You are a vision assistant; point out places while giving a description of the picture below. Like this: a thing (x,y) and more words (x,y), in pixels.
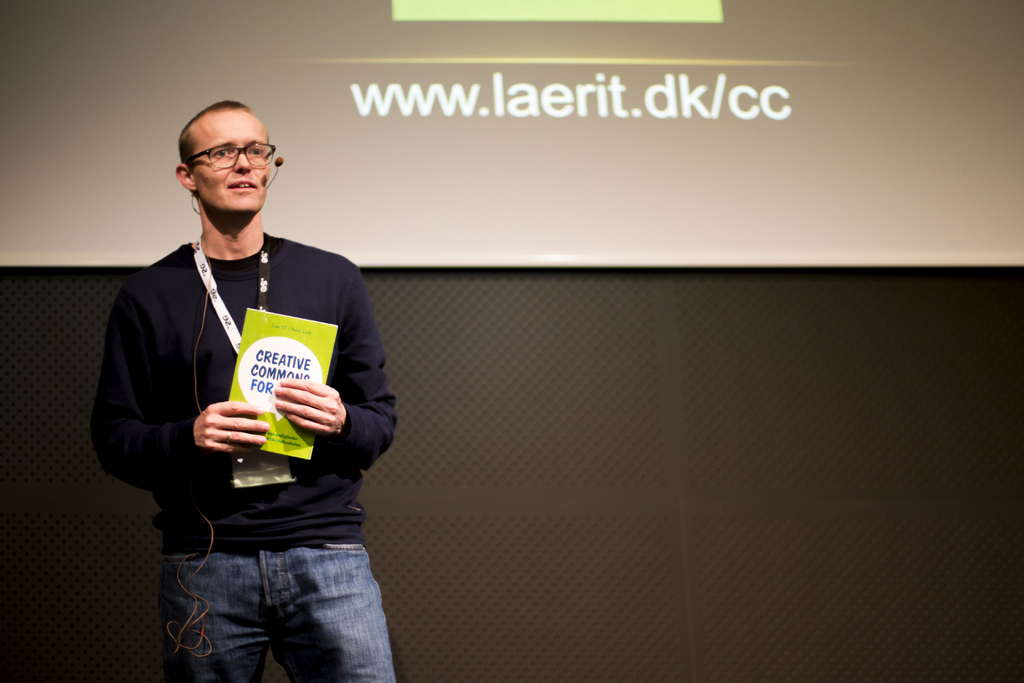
There is a man (245,414) standing and holding a book (287,344) and wore tag (205,266) and microphone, behind him we can see screen (461,203) and wall (551,446).
